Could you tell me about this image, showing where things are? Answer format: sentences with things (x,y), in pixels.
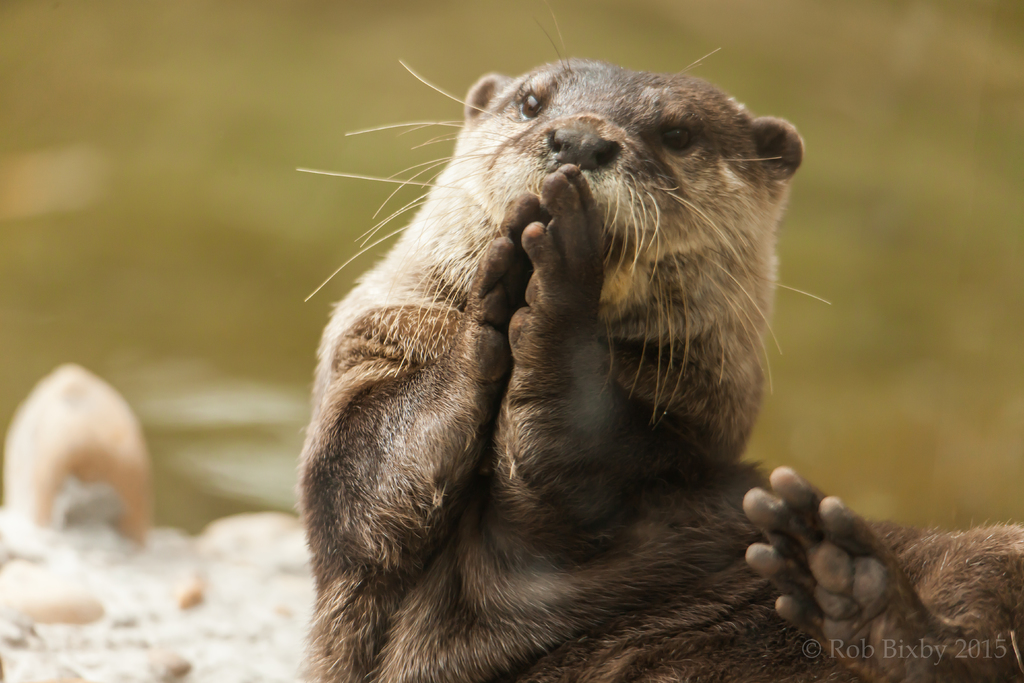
In this picture we can see an otter (677,544) in the front (618,337), there is a blurry background (855,82), we can see some text (909,650) at the right bottom (905,646).
